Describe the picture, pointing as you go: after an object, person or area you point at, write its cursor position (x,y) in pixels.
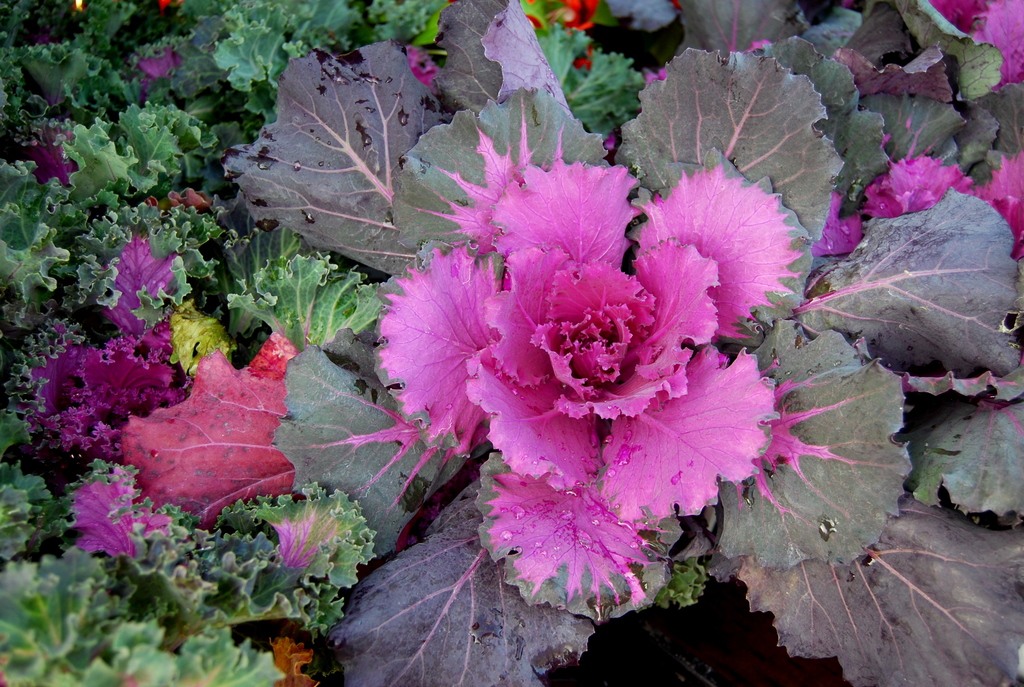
In this image few colorful leaves (489,363) are visible.
